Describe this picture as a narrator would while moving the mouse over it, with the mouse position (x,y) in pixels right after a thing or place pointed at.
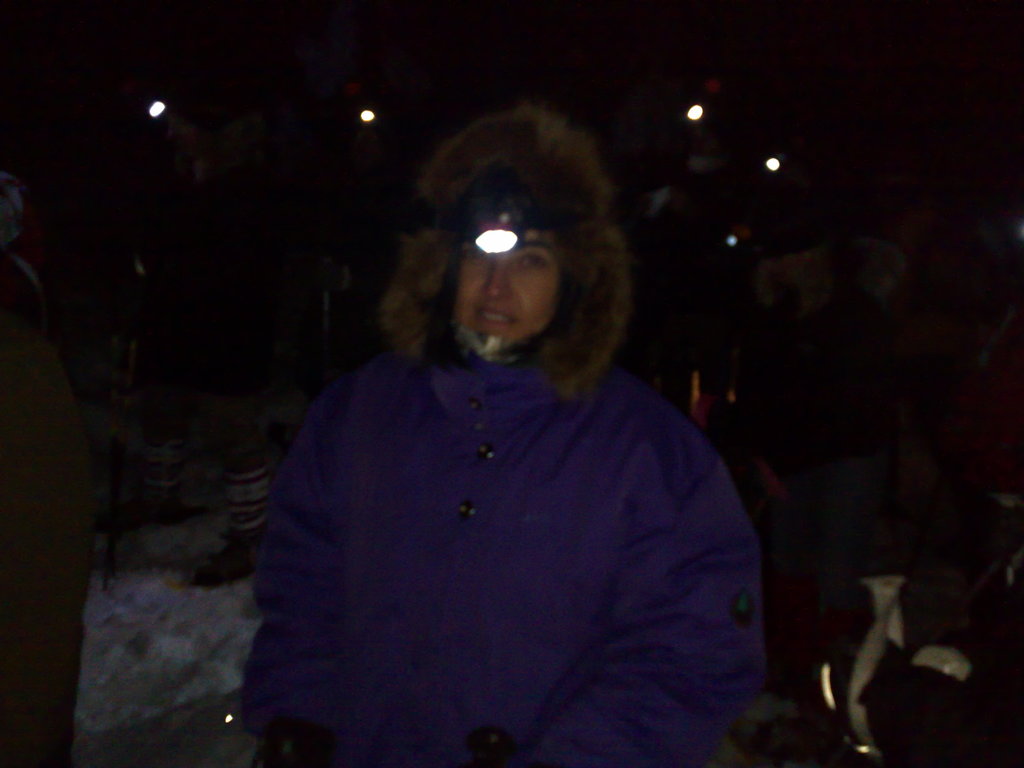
In the center of the image (535,474) we can see a lady (619,432) is standing and wearing a jacket (637,578). In the background of the image (213,338) we can see the lights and some people (204,304) are standing. At the top (351,153), the image is dark.
